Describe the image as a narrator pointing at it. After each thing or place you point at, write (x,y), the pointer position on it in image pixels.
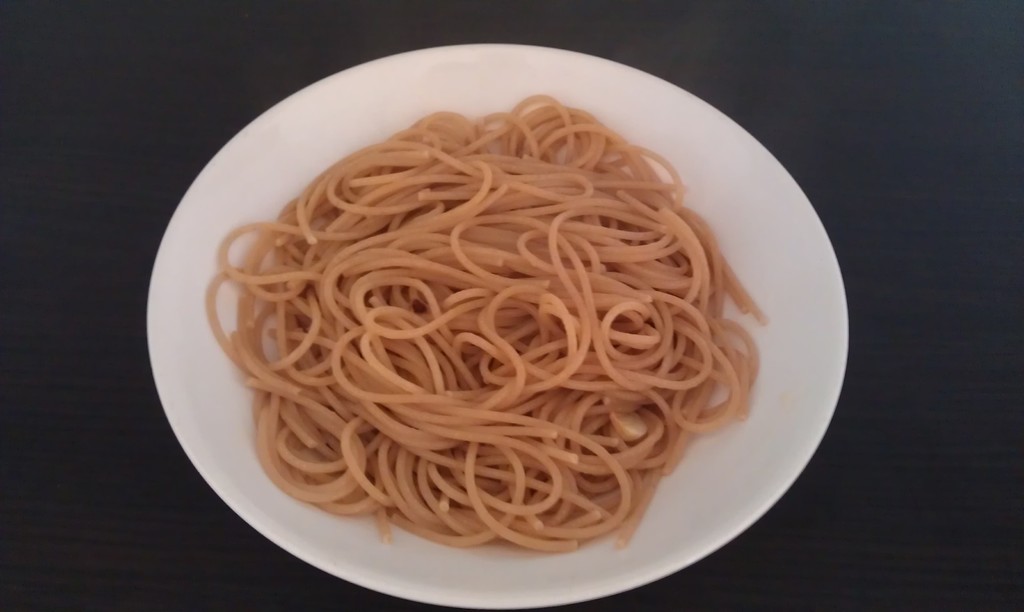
In the foreground of this image (455,300), there are noodles (491,388) in a white bowl (290,192) on the black surface (89,305).
